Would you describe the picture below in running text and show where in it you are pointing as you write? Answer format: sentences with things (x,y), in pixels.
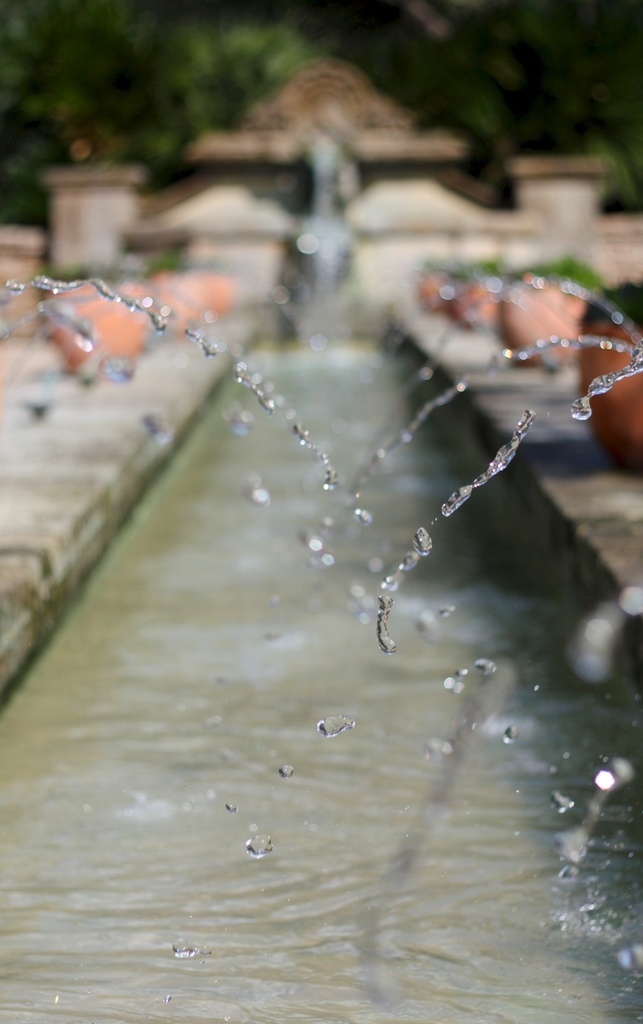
This image is taken outdoors. In the middle of the image (390,396) there is a fountain (216,693) with water (423,857). On the left (121,308) and right sides of the image there are a few pots (107,327) with plants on the walls (125,433). In the background (320,149) there is a wall (400,257) and there are a few trees (469,105).
